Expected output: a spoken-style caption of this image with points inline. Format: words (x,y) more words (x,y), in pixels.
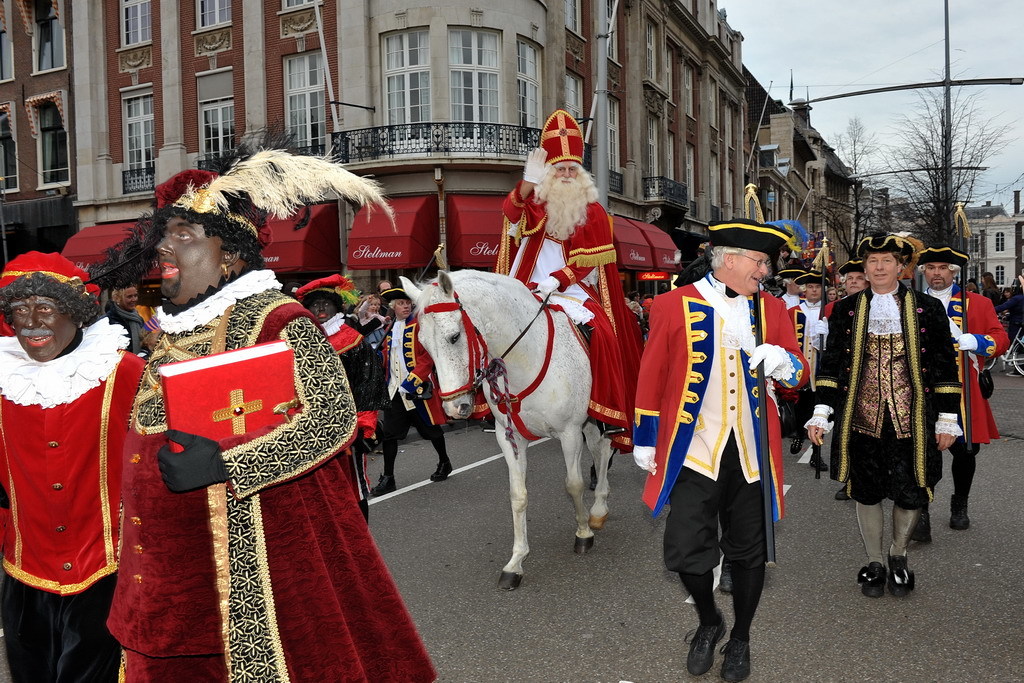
In this image I can see few people (653,337) are wearing different color costumes (244,307) and one person (219,351) is holding a book (246,357). Back I can see few buildings (433,78), windows (458,104), railing (470,131), dry trees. One person (557,250) is sitting on the white color horse (566,325). The sky (829,74) is in white color.
